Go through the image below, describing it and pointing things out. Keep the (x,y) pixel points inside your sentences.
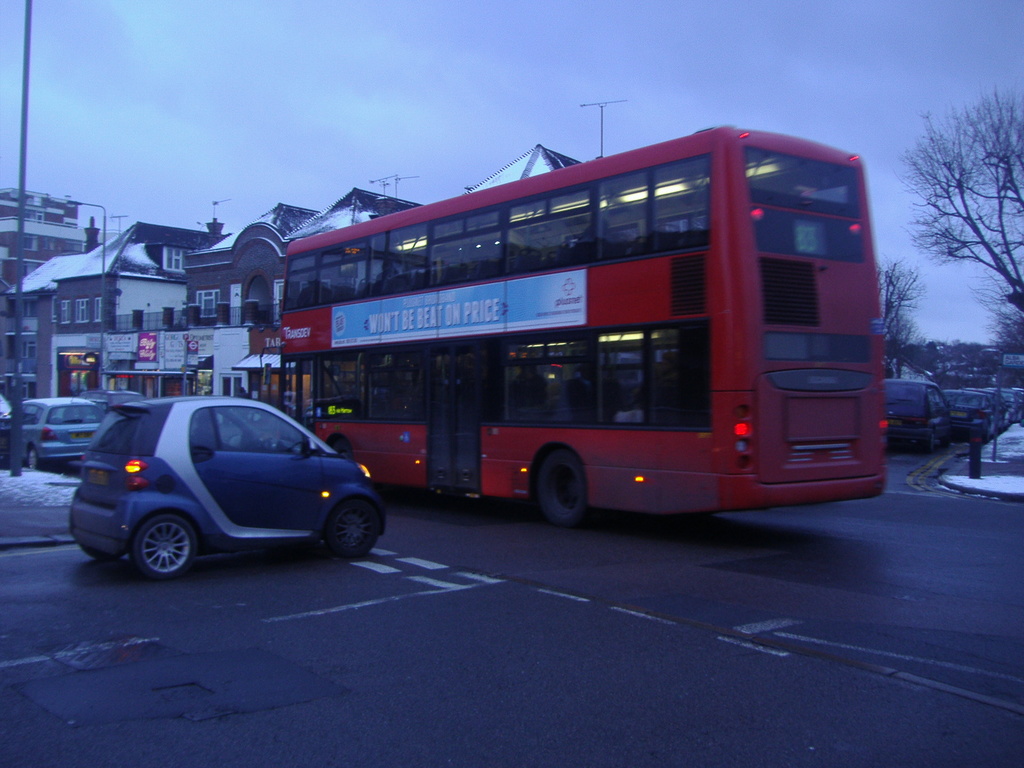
In this picture we can see red color double bus (682,442) on the road (664,550). Here we can see electric car (281,455) and other vehicles (44,448) near to the pole (18,401). In the background (48,314) we can see many buildings (7,351) and street lights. On the right (988,357) we can see trees (1013,343). On the top (360,91) we can see sky (460,69) and clouds (327,89). On the left (17,486) we can see snow (49,270).
